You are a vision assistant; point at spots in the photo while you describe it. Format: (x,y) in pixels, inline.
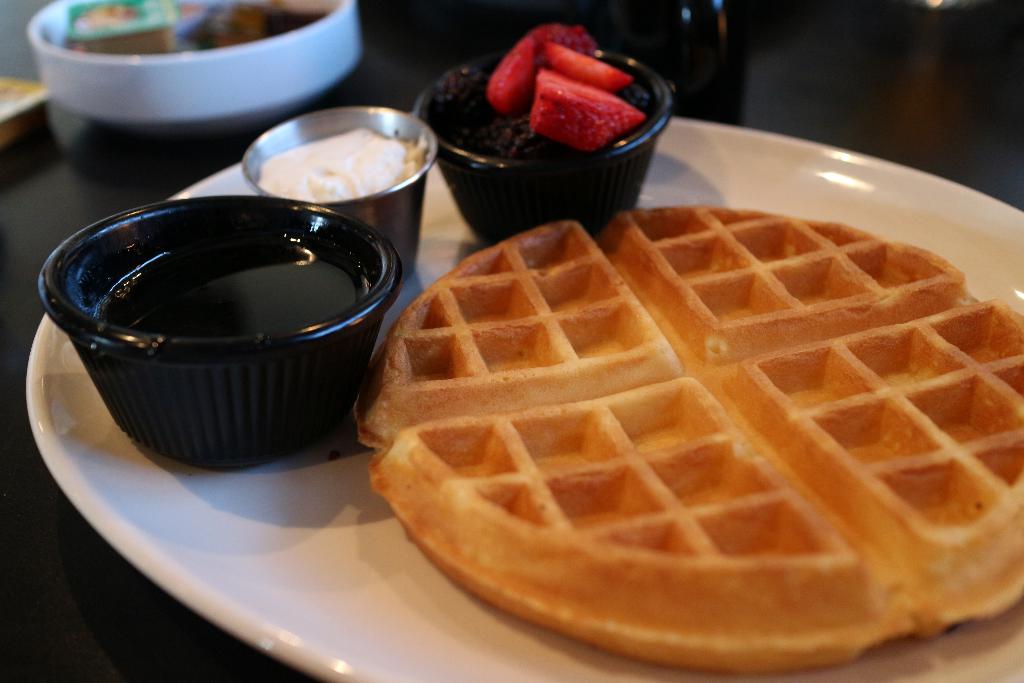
In this picture I see a white plate (1016,650) in front (557,676) on which there is a waffle (557,321) and I see 3 cups (371,197) in which there is some food (506,124) and in the background (90,48) I see few more things (231,30) and these all things (185,73) are on the black color surface (40,555).
